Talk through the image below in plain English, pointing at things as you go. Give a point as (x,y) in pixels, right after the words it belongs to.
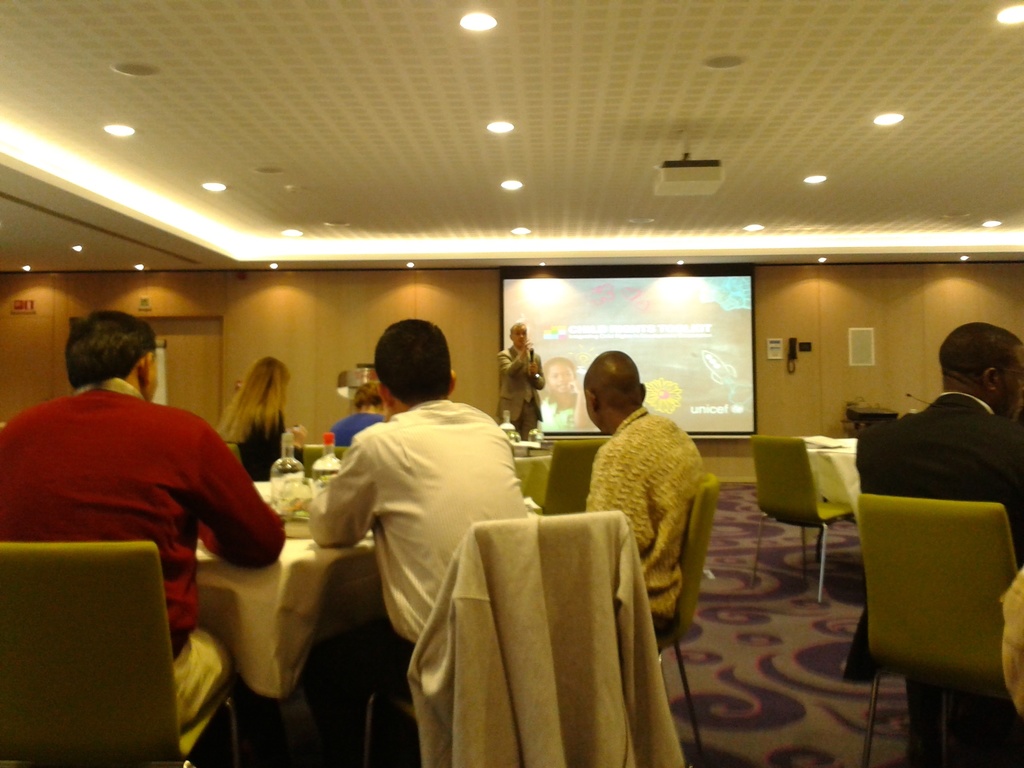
On the left side (168,591) a man (217,693) is sitting on the chair (141,677), these are the dining tables (247,597). Few people (668,611) are sitting, in the middle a man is speaking on the microphone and this is a projected screen (643,330).
